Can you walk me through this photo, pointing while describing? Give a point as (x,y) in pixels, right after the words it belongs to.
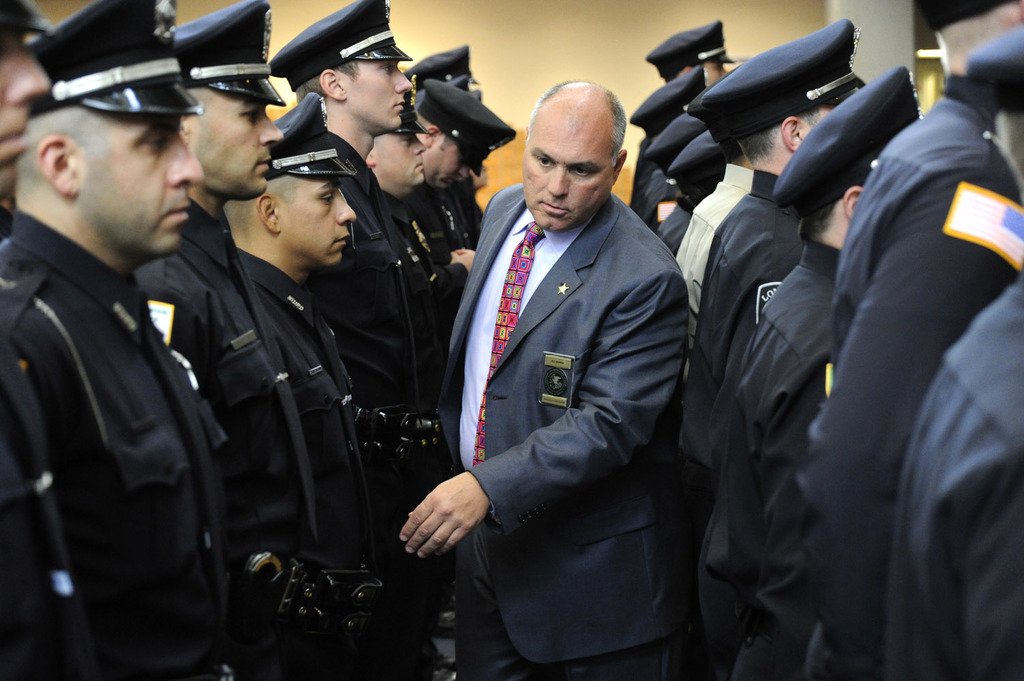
This image consists of many persons (646,473). Most are wearing black colored uniform (375,388) and black caps (290,162). In the middle (492,370), we can see a man (557,455) wearing a blue suit (564,425). In the background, there is a wall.
